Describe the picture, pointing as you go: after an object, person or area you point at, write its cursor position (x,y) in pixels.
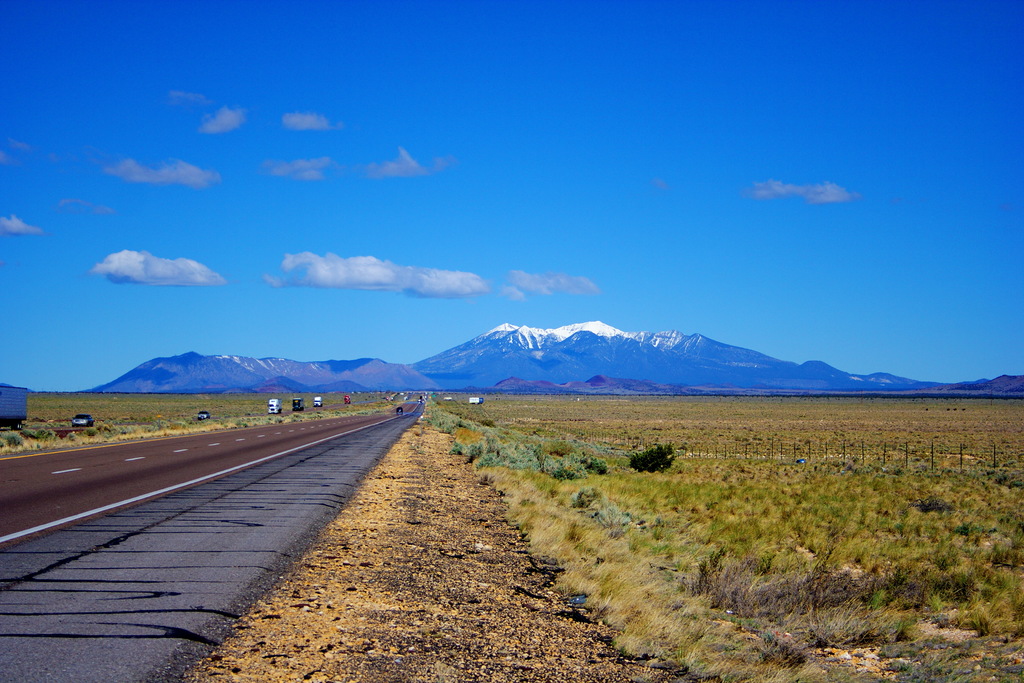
In this picture we can see the road (142,518), vehicles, grass (518,410), fence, plants (868,470), mountains (714,386) and in the background (590,317) we can see the sky (593,138) with clouds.
